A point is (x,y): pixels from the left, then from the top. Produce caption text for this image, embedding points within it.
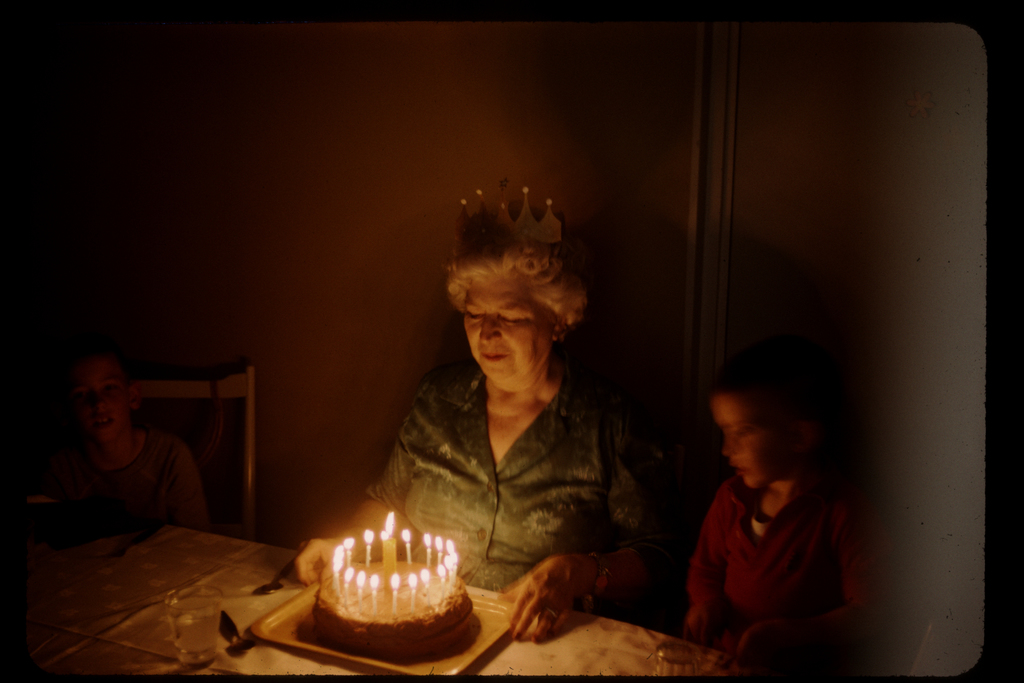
In the center of the image (509,445) we can see a woman (579,552) and a kid (754,553). And we can see they are in different costumes (539,528). In front of them, we can see a platform (513,655). On the platform (585,659), we can see a plate (288,639), cake (332,644), candles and a few other objects (184,659). On the left side of the image (178,435) we can see a kid (153,445) is sitting on the chair (244,414). In the background (369,233) there is a wall (307,214). And we can see the black colored border (730,3) around the image.
